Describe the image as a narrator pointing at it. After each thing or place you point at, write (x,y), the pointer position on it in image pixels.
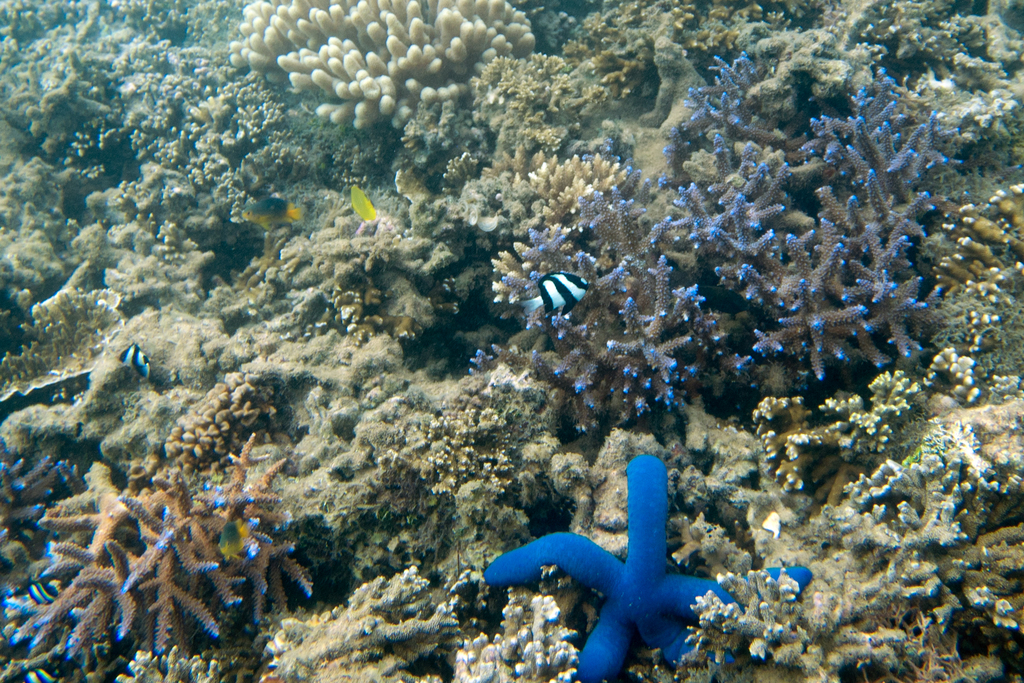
In this picture we can see plants (741,219) and fish (132,358).
